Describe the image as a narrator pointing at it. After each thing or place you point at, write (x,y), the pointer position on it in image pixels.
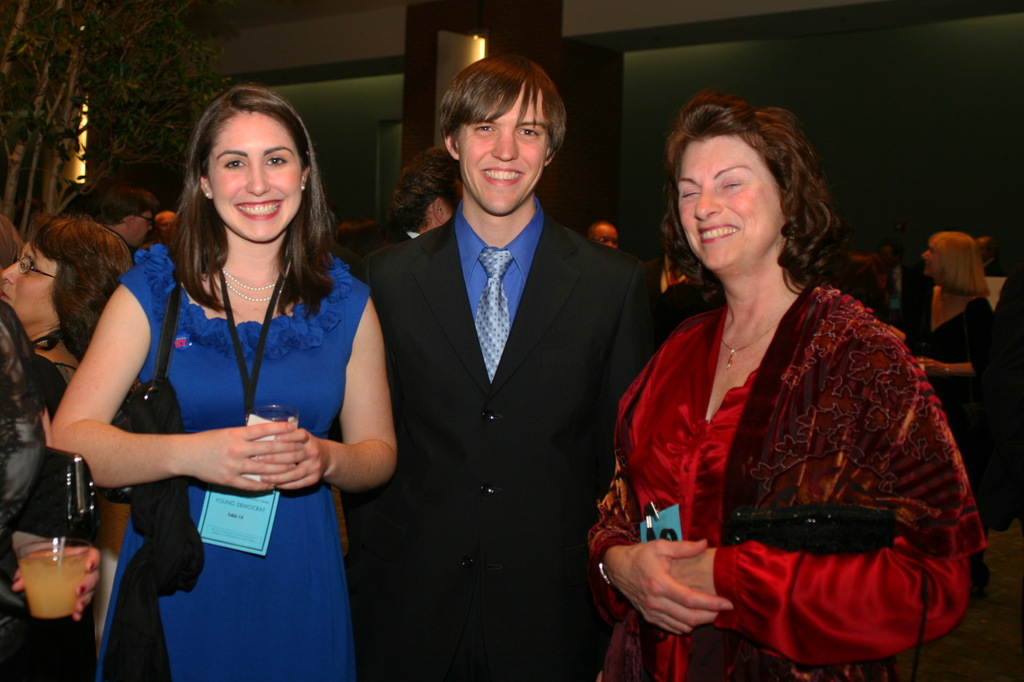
In this image in front (427,504) there are three people (561,241) wearing a smile on their faces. Behind them there are a few other people (946,371). In the background of the image (973,154) there is a wall (595,70). On the left side of the image (121,155) there is a plant (18,35).
